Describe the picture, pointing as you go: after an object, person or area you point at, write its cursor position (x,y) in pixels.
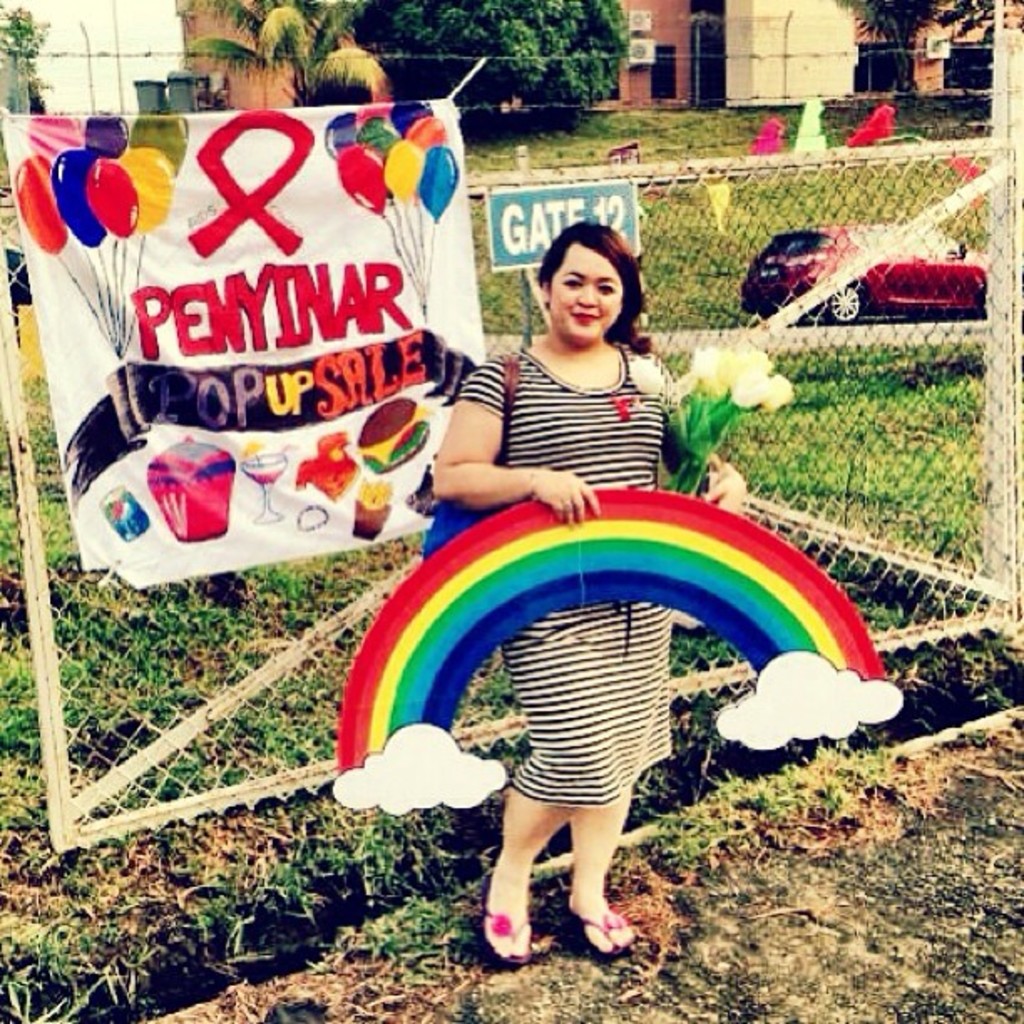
In this image a lady (537,795) is standing. She is holding a bouquet (714,421) and a card board (424,643) of rainbow (407,694) and clouds (784,679) like structure. In the background (404,541) there is net boundary (824,312), banner (467,265), buildings (636,72), trees (405,100). There is a car (852,303) on the path (846,337).
